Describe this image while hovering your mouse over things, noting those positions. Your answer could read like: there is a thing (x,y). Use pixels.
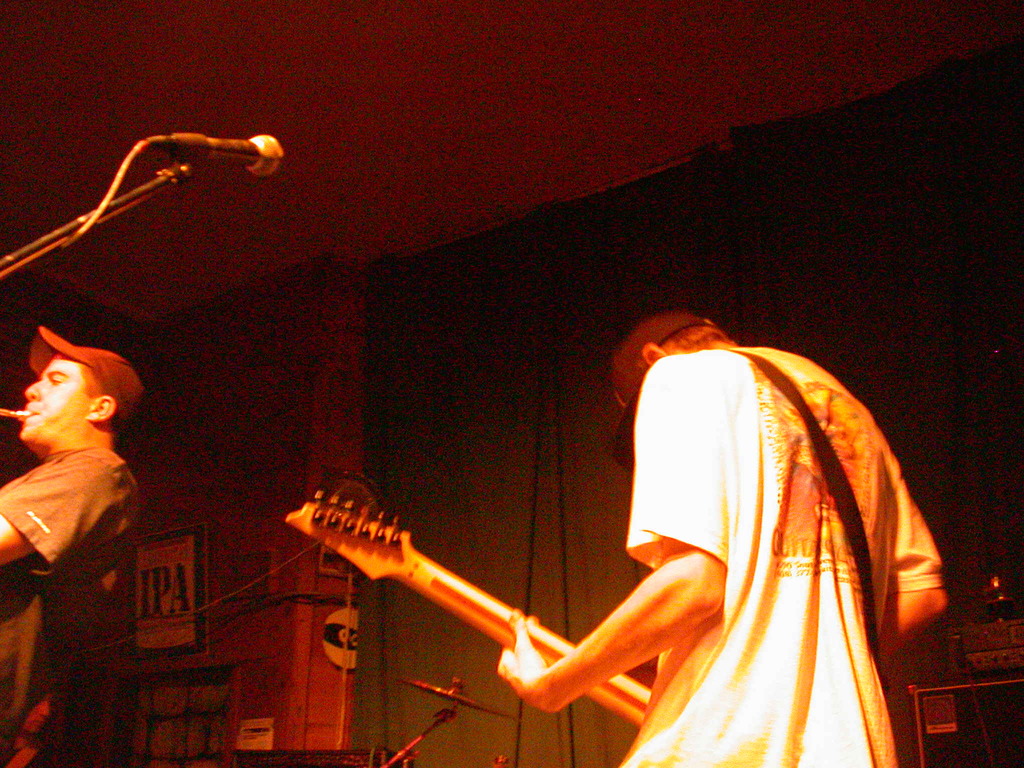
In this picture we can see two persons (737,554). He is playing guitar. This is mike (214,148). On the background (218,349) there is a wall (271,333). And these are some musical instruments (454,700).
